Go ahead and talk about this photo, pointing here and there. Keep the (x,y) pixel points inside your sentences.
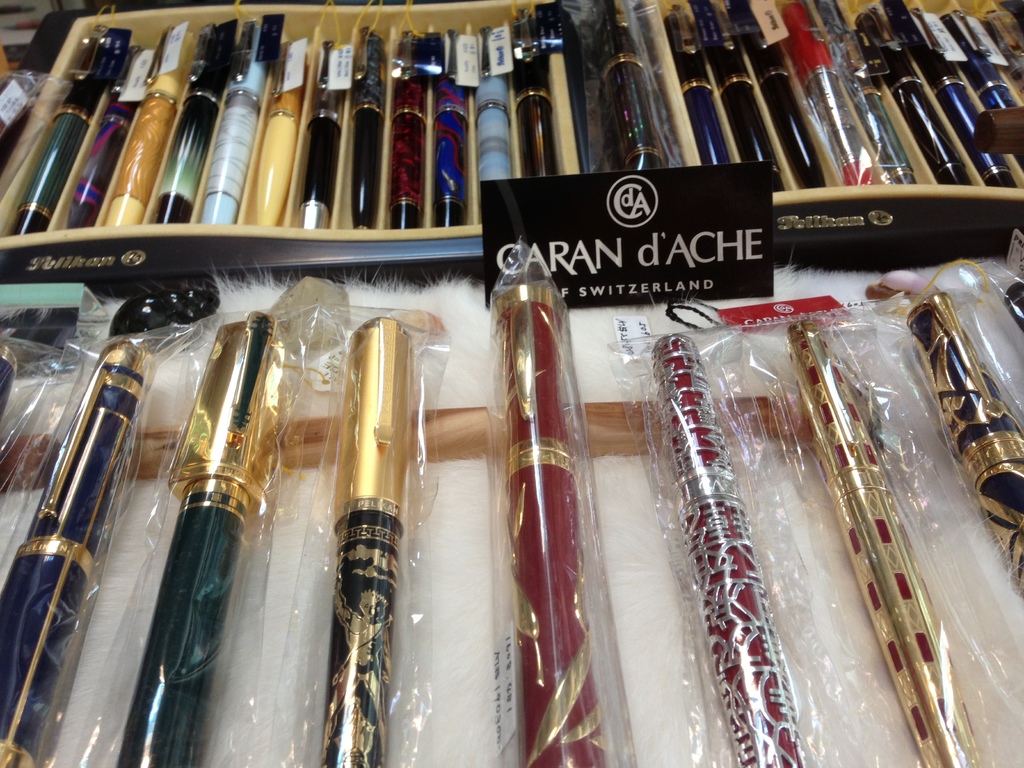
In this image these are pens (108,493) on a table (764,572).
